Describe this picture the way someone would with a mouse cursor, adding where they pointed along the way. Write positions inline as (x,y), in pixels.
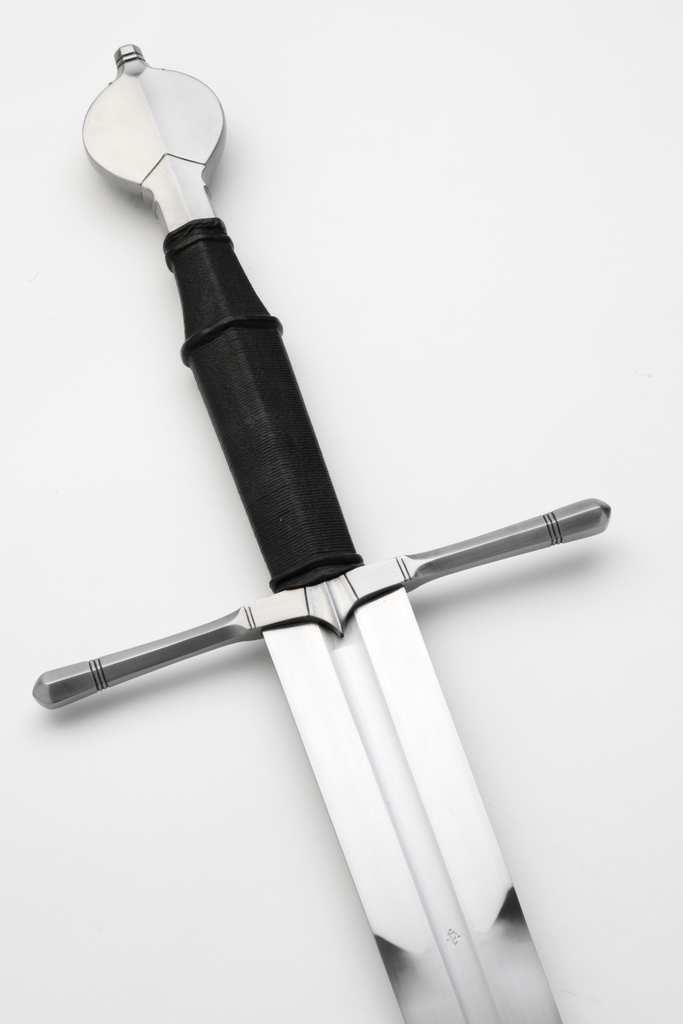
In this image we can see a sword (235,476) placed on the white color surface (434,375).
